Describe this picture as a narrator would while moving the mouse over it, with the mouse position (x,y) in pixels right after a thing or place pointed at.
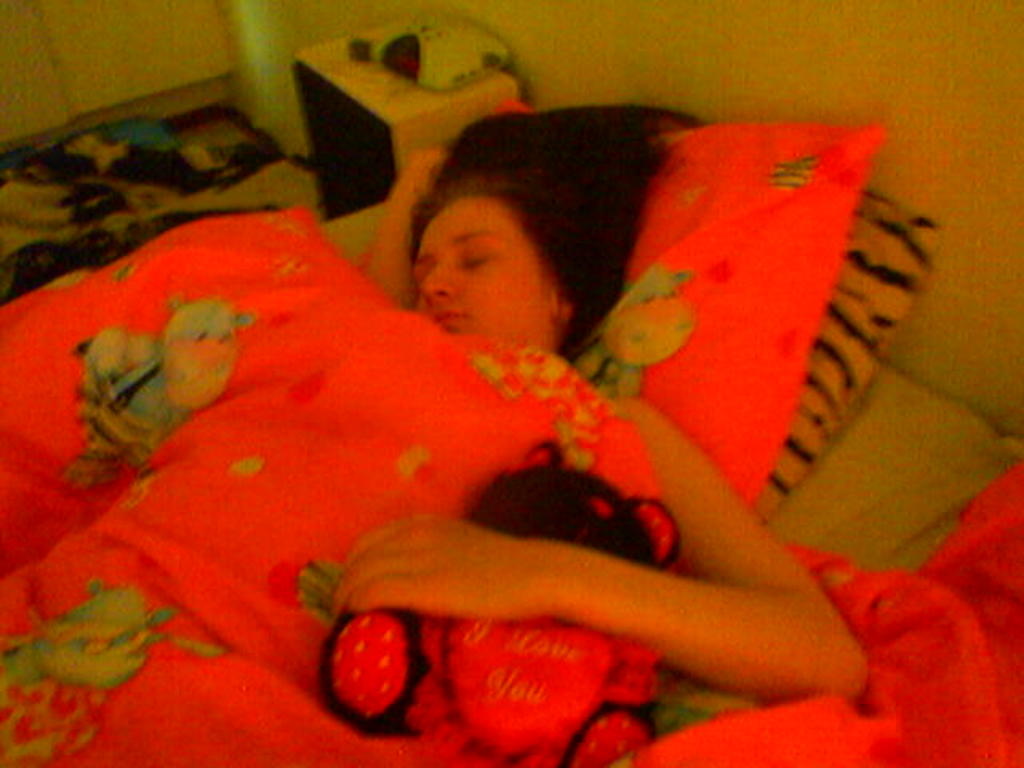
In the center of the image (442,291) we can see a person (491,288) is lying on a bed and also we can see pillows (690,244), blanket (310,493). At the top of the image (342,121) we can see cupboards (335,47), clothes (113,162) and some objects (468,56). On the right side of the image (878,118) there is a wall (813,118).
